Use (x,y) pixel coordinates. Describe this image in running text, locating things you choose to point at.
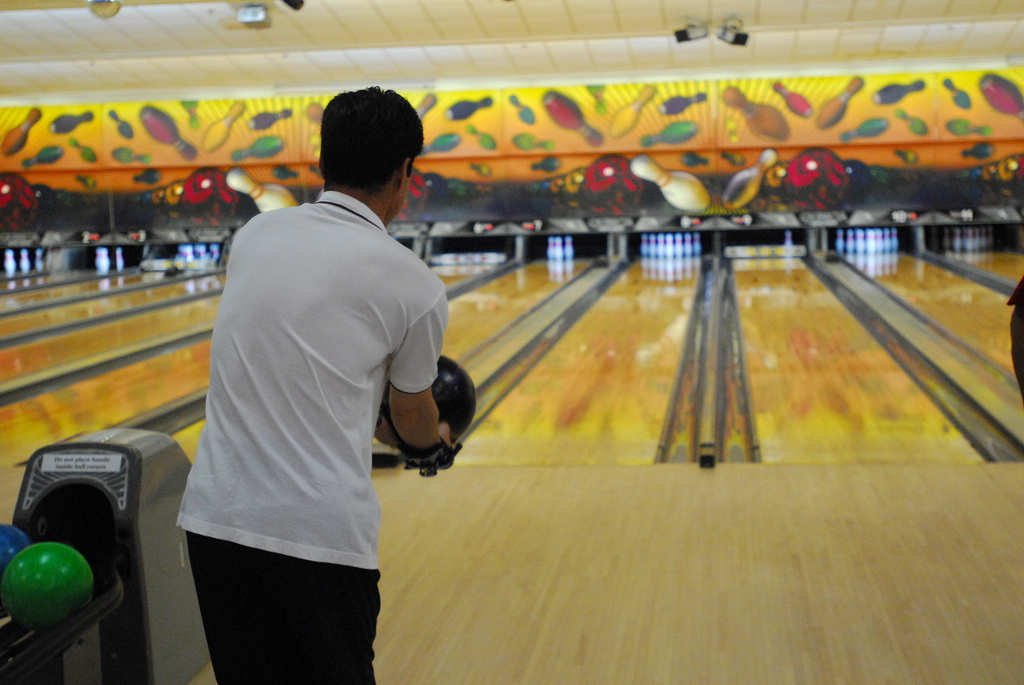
On the left side (302,415), there is a person (352,252) in white color t-shirt (295,311), holding a black color ball (468,378) and standing on the floor (8,488). Beside him, there are two balls (73,556) on an object (71,518). In the background (697,203), there are pins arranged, paintings (803,184) on the wall (655,107) and there are some objects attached to the roof (616,1).
